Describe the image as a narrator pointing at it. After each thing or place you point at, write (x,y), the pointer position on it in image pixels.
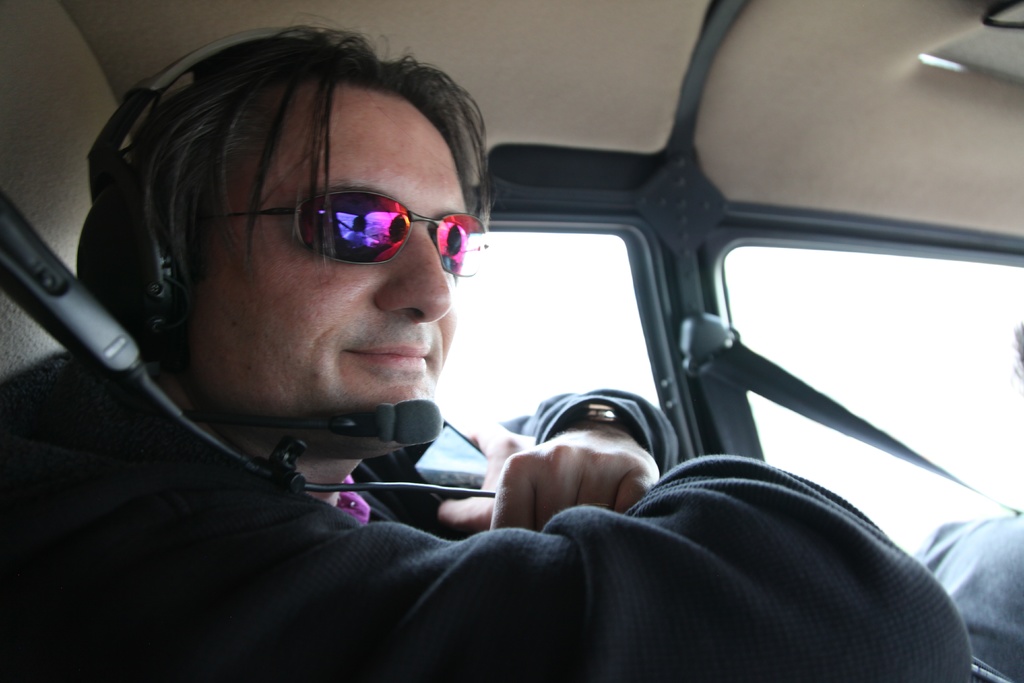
This picture is clicked inside the vehicle (502,74). On the left (289,363) there is a person (291,560) wearing headphones (142,203), goggles (333,241) and sitting in the vehicle (23,339). In the background (790,269) we can see the windows (945,262) and the roof (763,67) of the vehicle (753,88).
